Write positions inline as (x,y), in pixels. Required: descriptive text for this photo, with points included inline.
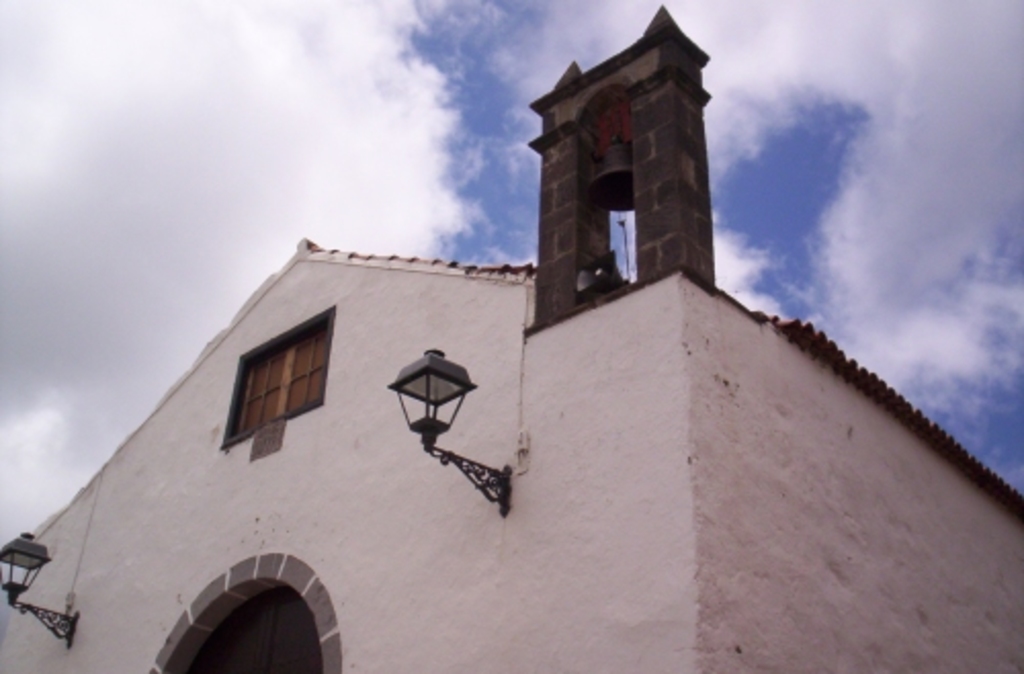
In this image, we can see a roof house (453,338). There are lights (406,410) on the wall (344,519). There are clouds (470,228) in the sky (844,204).
